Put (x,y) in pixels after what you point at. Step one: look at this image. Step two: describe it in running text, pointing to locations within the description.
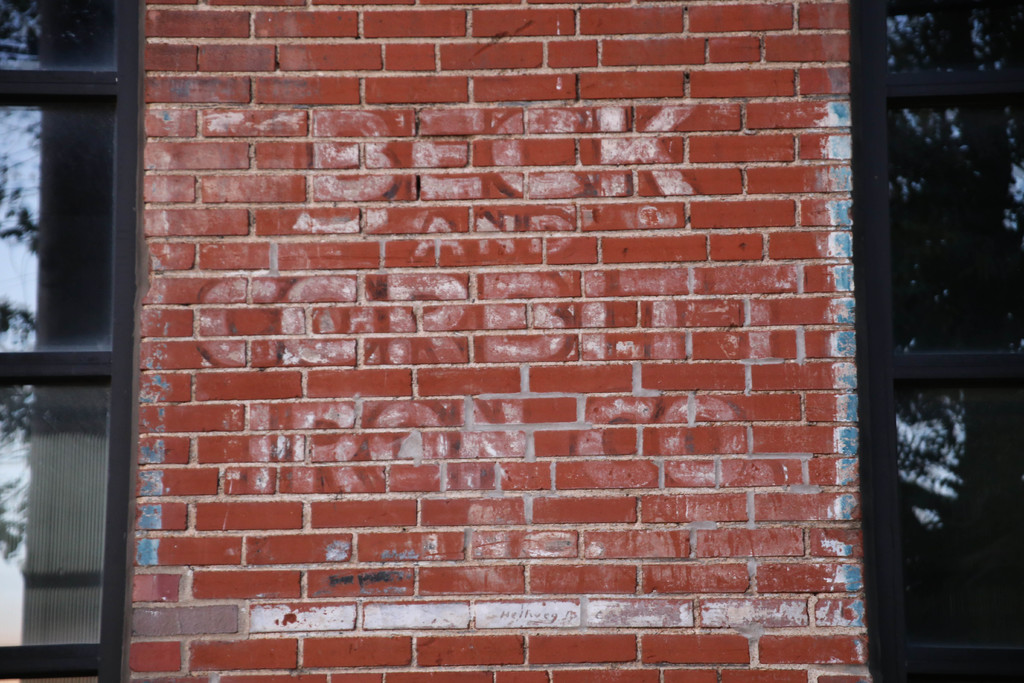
In this image there is a brick wall (403,73), on that wall (425,440) there is some text (592,425) and there are windows (856,177).
